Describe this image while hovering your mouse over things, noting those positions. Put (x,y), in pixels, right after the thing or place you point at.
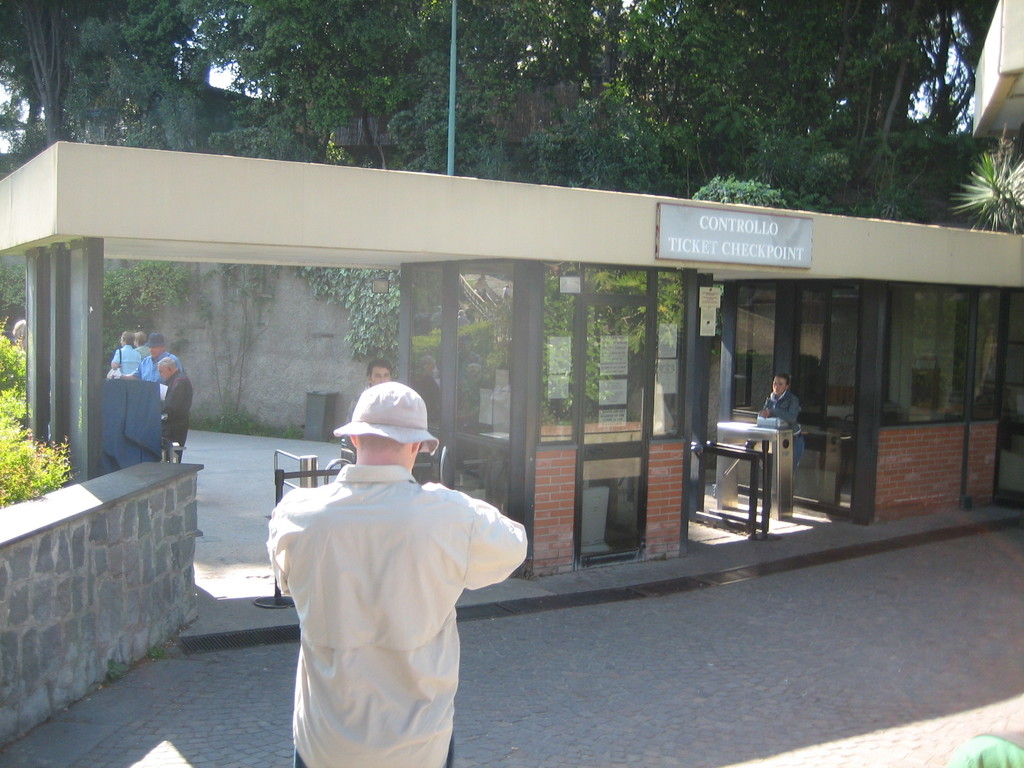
This image consists of many people (414,581). In the front (400,650), there is a man (366,592) wearing a white shirt (344,507) and a hat (364,416). At the bottom (792,673), there is a road (628,617). In the front (833,403), we can see the cabins (655,424). In the background (523,118), there are many trees (660,165). On the right (1004,20), there is a building (998,31).
